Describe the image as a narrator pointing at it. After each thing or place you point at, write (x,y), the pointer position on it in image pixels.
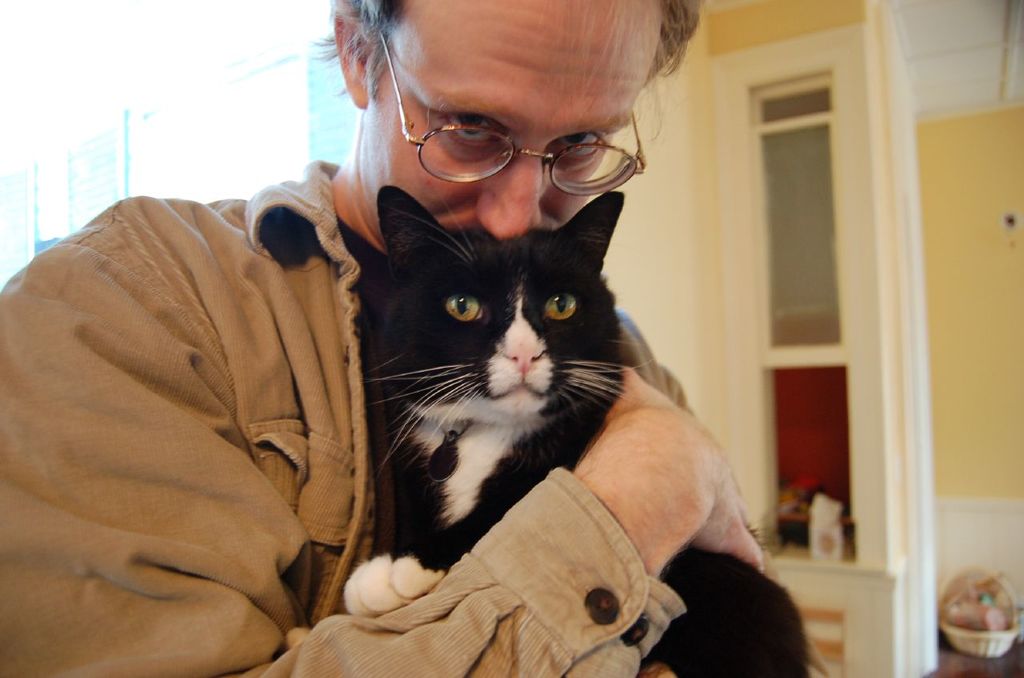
In the front of the image (549,443) I can see a person (570,523) is holding a cat (456,327). In the background of the image (900,468) there are walls (697,230), cupboard (838,447), basket (1015,617) and things (804,496).
